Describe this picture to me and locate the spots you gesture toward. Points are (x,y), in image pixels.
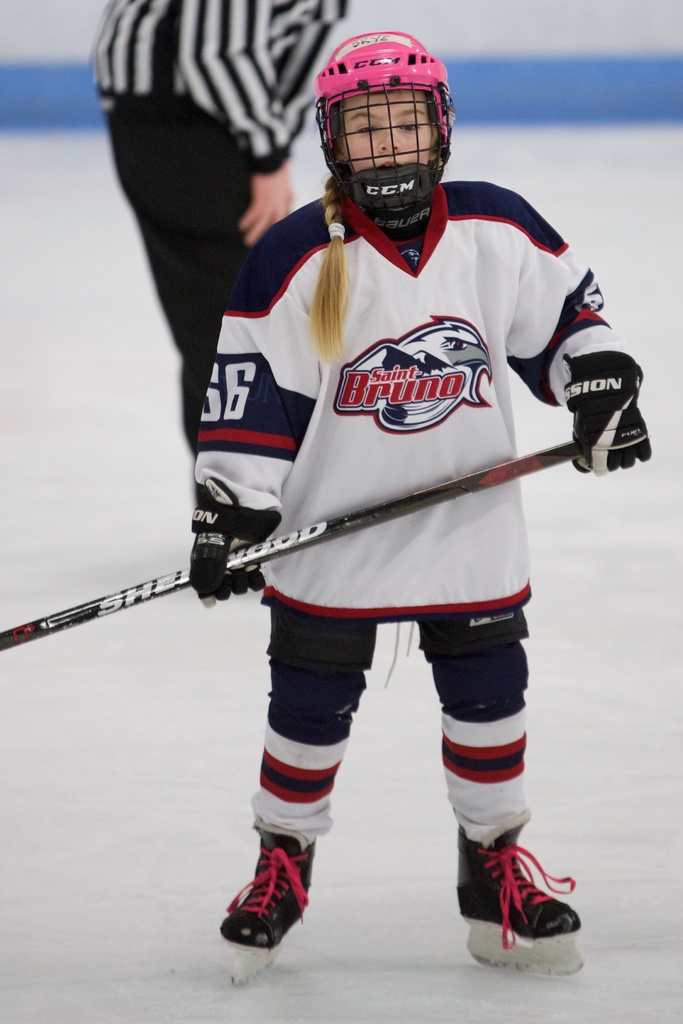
In this image, there is a person (364,335) wearing clothes (368,381) and holding a stick (346,517) with her hands (193,545). There is another person (264,76) at the top of the image (153,148).
